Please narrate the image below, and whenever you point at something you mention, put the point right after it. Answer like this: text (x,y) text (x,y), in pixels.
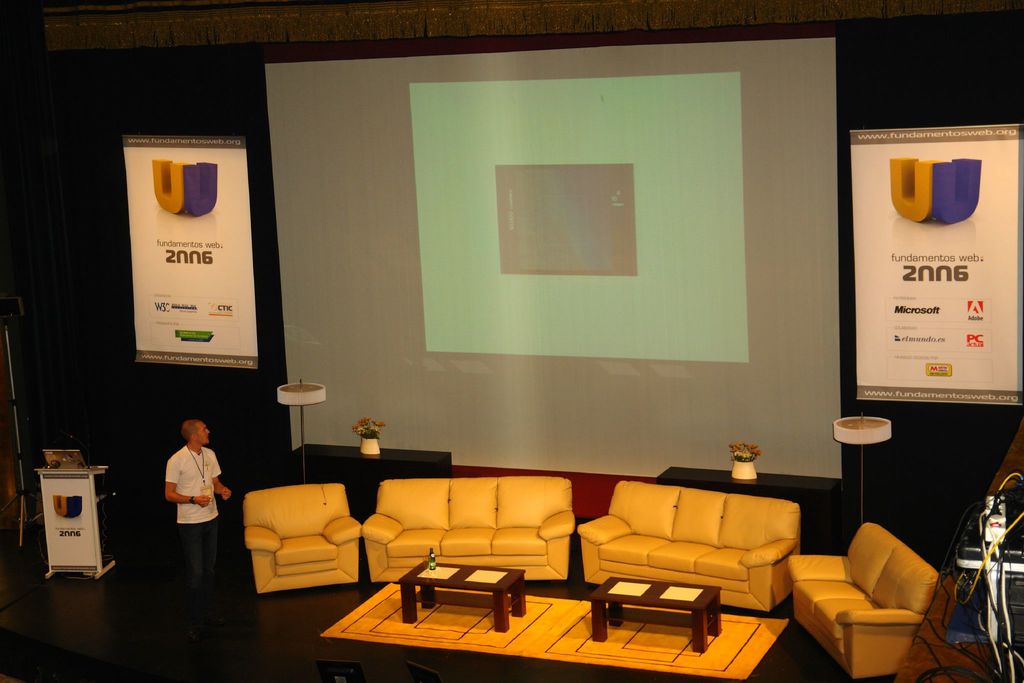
I can see a man (186,506) is standing on the floor (139,600), a projector screen (501,273), a few couches (612,543) and tables (487,590) on the floor (589,583).
